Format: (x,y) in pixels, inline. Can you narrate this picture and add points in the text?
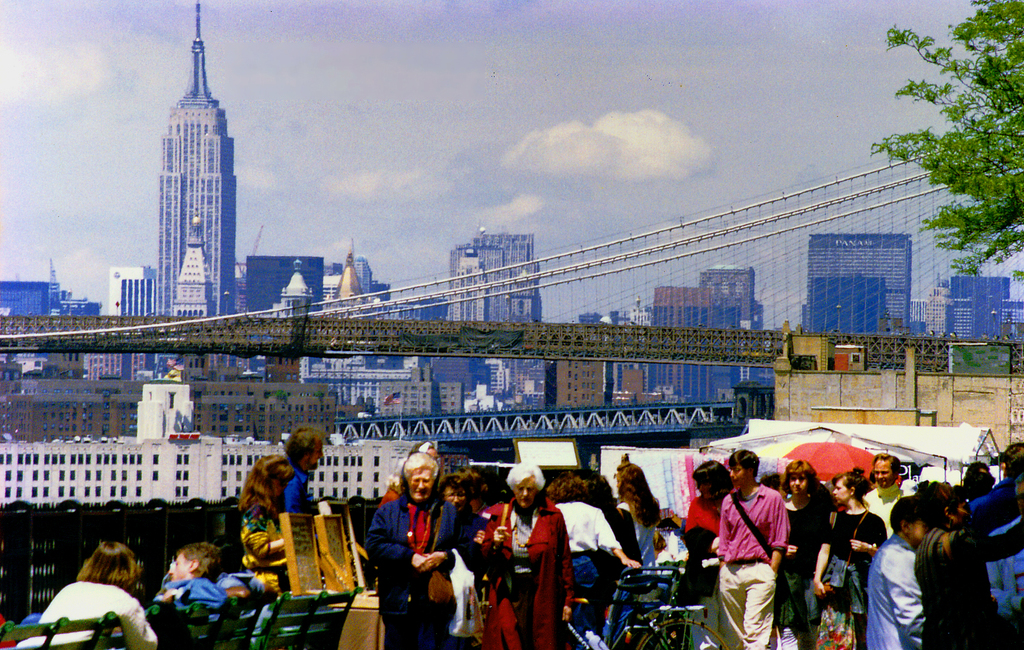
In the image we can see there are people (634,513) around, standing, walking and some of them are sitting, they are wearing clothes (810,603). Here we can see, bridge (622,359), fence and there are buildings (204,301). Here we can see a tree (970,186), tent (927,448) and the cloudy sky (418,108).
